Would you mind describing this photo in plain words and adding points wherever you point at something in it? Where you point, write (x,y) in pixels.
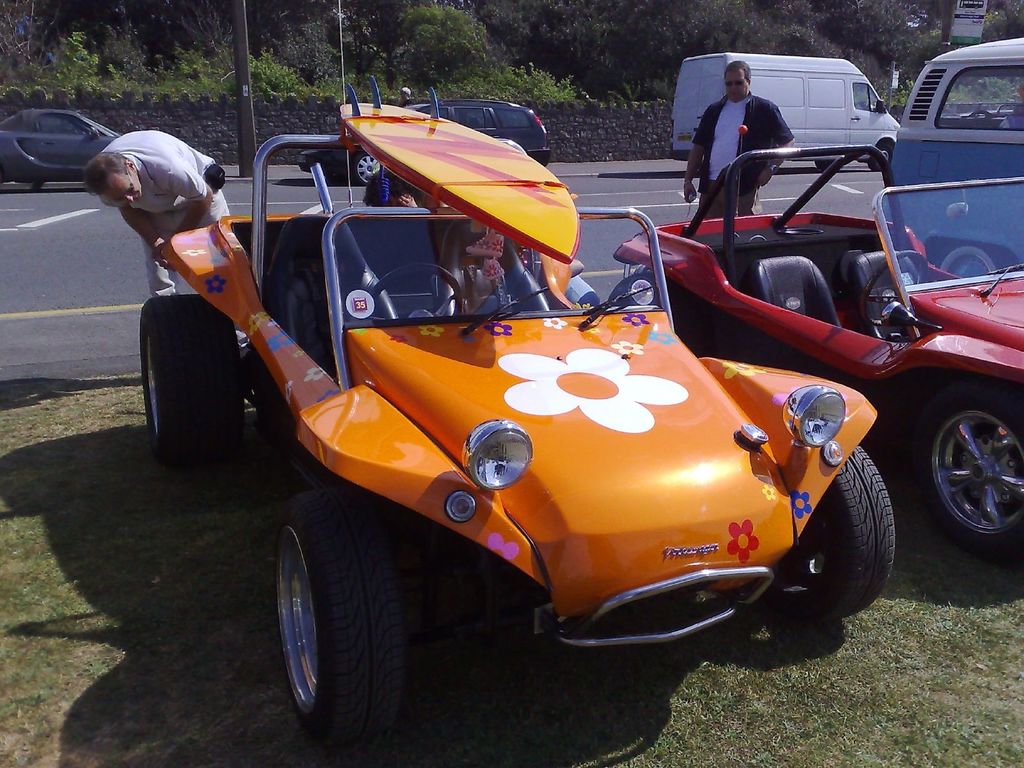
There are vehicles (239,428) on the grass (136,393) on the ground (636,754). In the background (985,30) there are few persons (212,204) standing, vehicles (59,121) on the road (22,230), poles (946,21), wall (334,97), plants (191,76), trees (899,42) and hoardings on the right side (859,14).
